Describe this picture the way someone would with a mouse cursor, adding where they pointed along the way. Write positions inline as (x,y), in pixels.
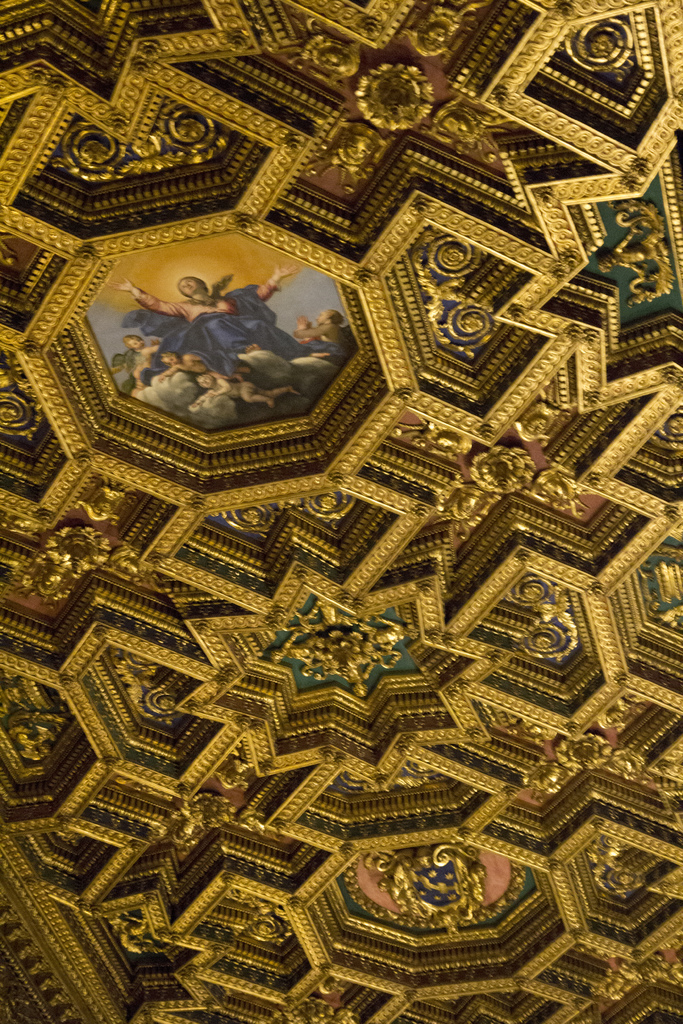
In this image we can see a photo frame (212,424) to a roof (256,698).
